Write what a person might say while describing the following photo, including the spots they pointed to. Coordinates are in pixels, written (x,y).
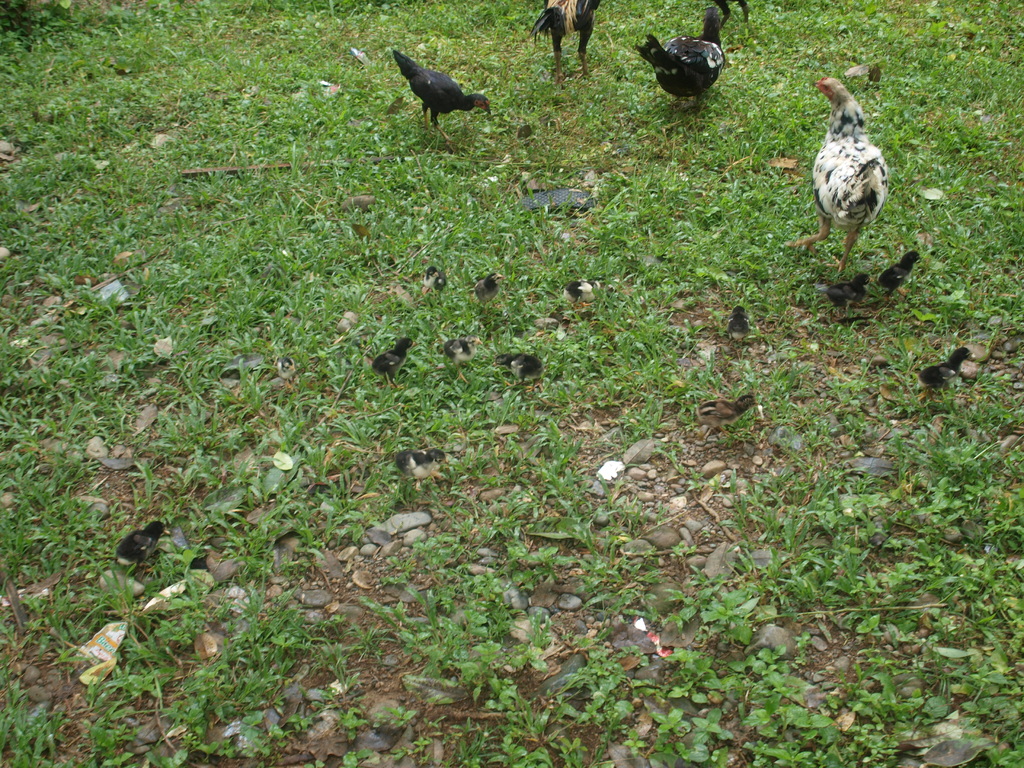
In this image we can see hens (681,88) and chicks (524,368). At the bottom (882,564) there is grass (151,122).
